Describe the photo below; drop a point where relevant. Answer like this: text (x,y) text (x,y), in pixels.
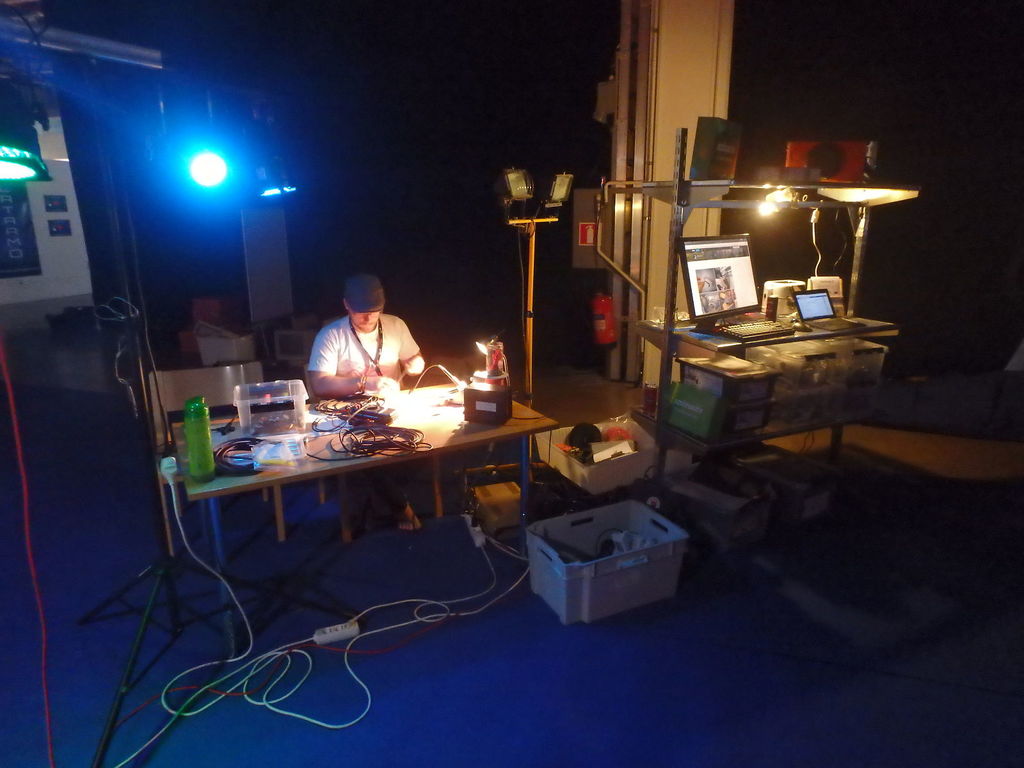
In the foreground (339,380) I can see a person (339,380) is sitting on the chair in front of a table (451,440) on which papers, wires (394,429), bottles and so on are there. Next to that a metal shelf (688,341) on which a PC (769,334), laptop (841,326) and lights (758,205) are there. In the background (671,145) I can see a pillar (654,108), light stand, focus light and a dark color. This image is taken may be in a hall (325,506) during night.
